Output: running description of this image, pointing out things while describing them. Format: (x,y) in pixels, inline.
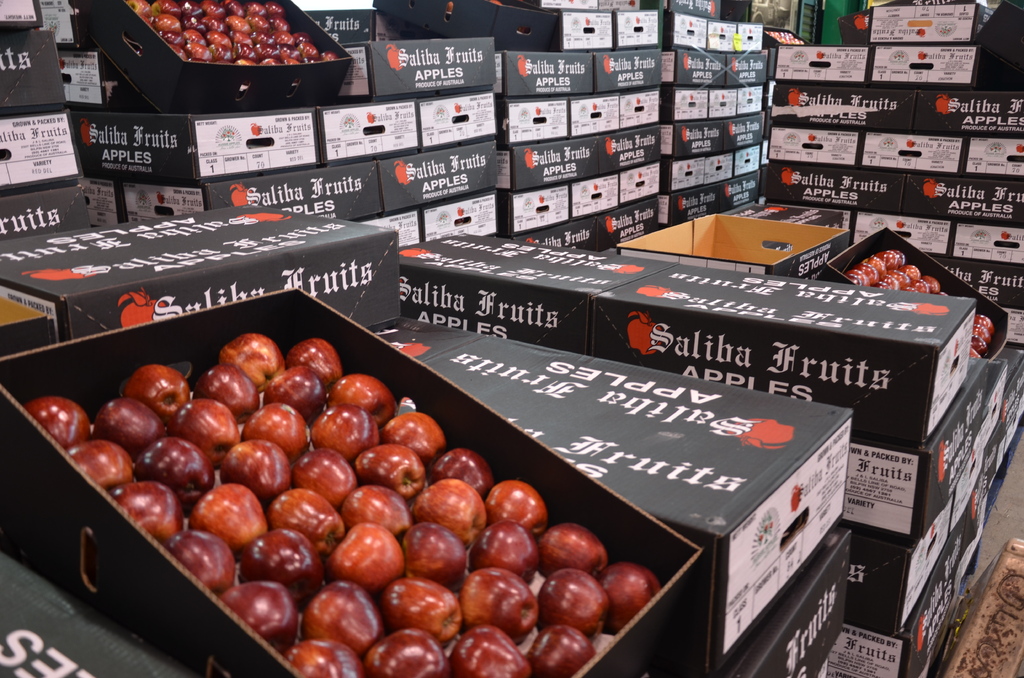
In this image I can see the apples (235,22). In the background (462,263), I can see the boxes (679,220) with some text (709,343) written on it.
